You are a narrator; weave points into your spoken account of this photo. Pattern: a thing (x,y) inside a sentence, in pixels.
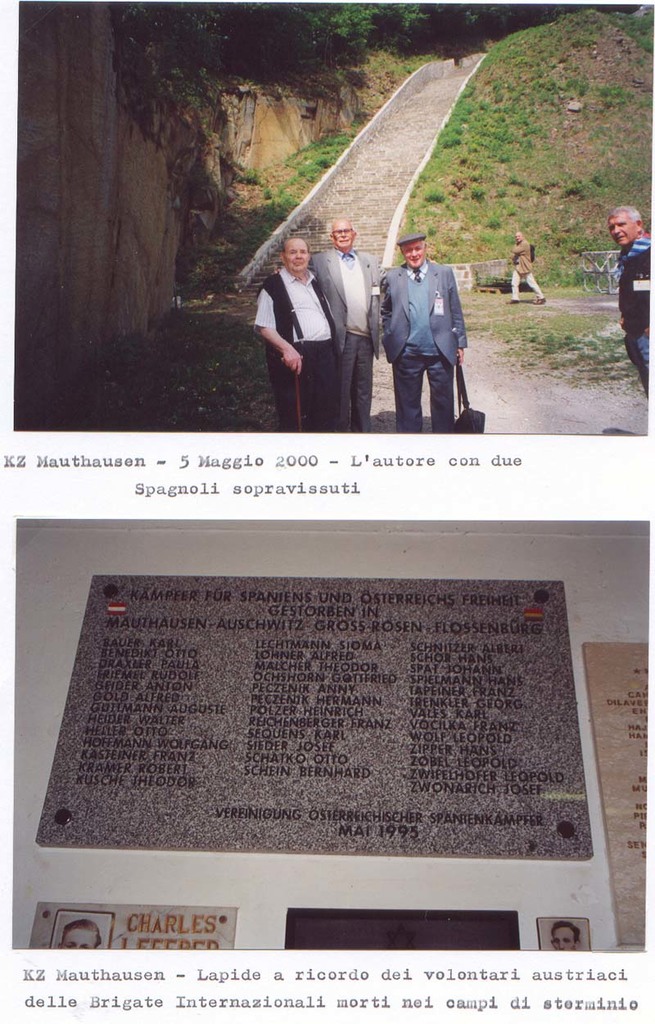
In this image we can see group of persons (414,365) are standing on the ground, there are trees (138,31), there is the grass (288,206), there is the staircase (350,204), there is a wall (86,179), there is the board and something written on it.
